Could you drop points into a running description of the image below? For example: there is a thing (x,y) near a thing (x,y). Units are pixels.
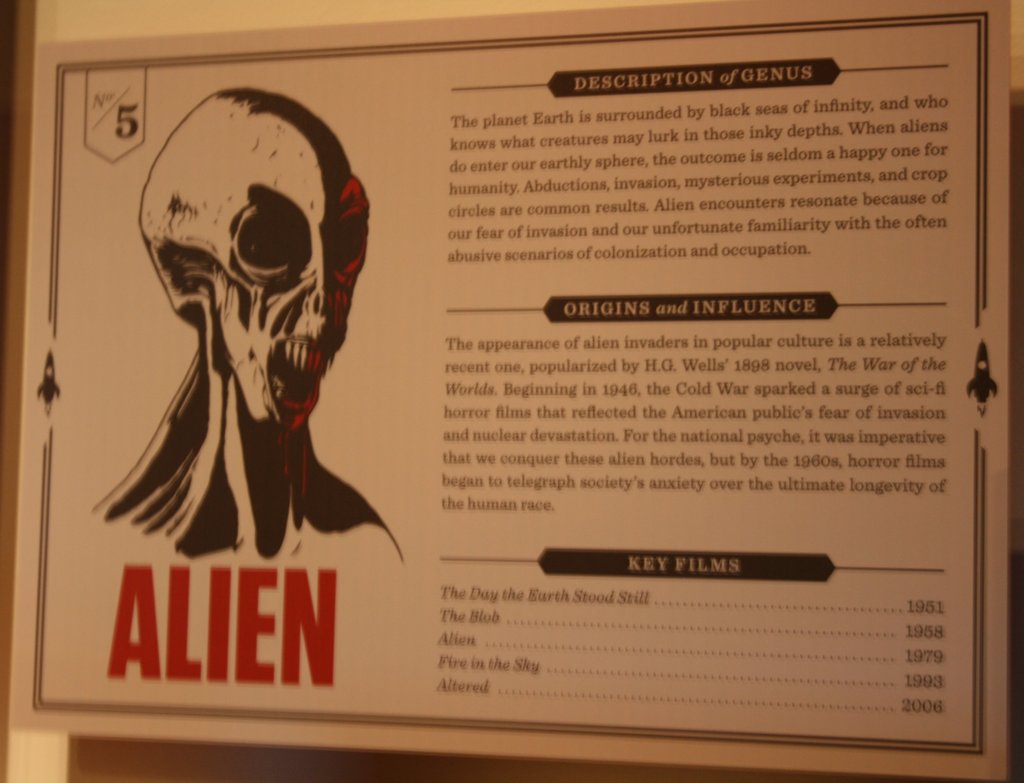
In this image we can see a board (358,554) hanged to a wall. On the image we can see a picture (245,300) of an alien (263,381).
